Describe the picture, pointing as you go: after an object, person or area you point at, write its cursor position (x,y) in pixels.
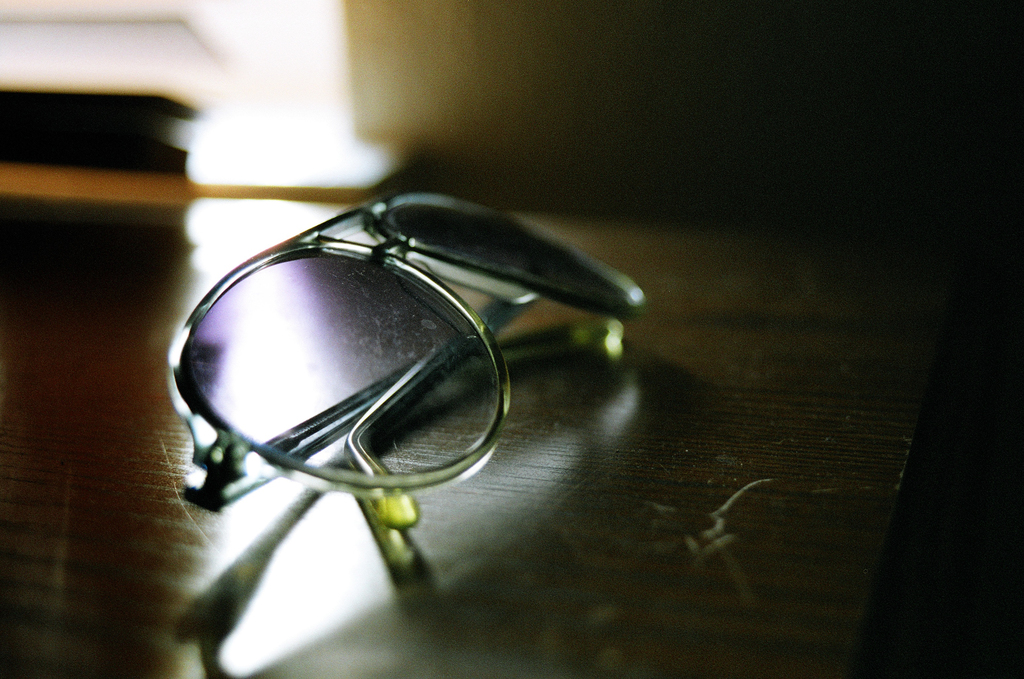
In this image, I can see the goggles (318,431) placed on the wooden table (718,493). The background (144,111) looks blurry.
